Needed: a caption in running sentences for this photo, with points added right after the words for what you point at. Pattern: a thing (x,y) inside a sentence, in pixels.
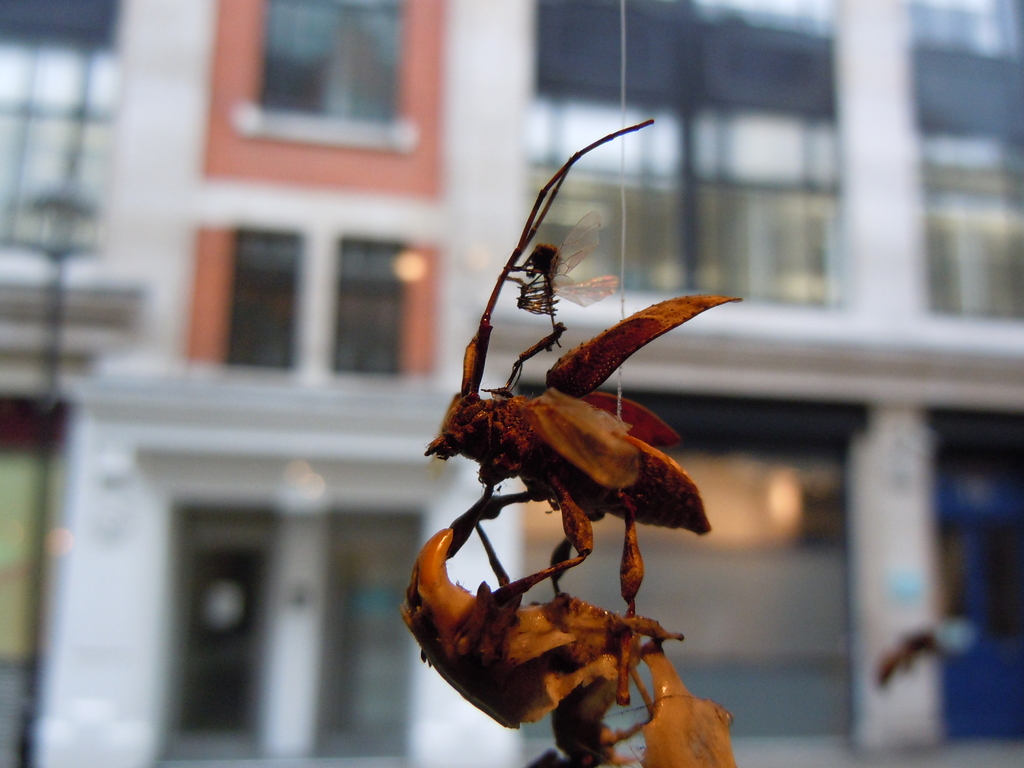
In this picture I can see insects (573,483) one upon the other, and in the background (284,233) it is looking like a building (785,412).
